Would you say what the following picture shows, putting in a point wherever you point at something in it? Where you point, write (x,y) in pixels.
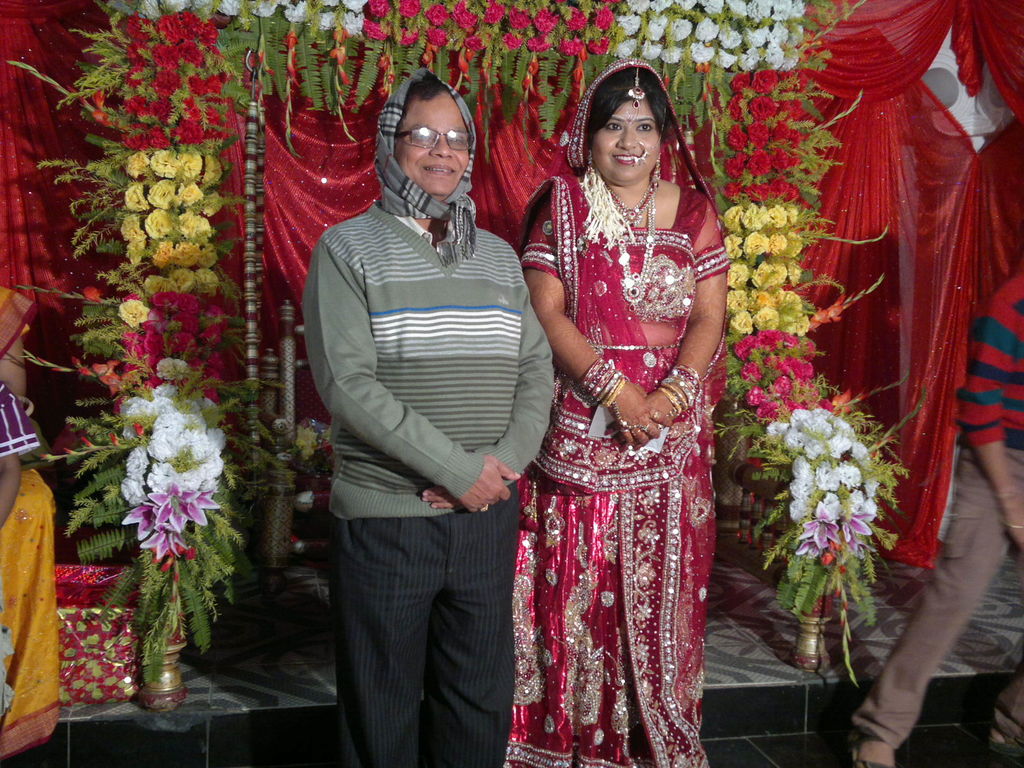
In this image we can see a man (382,282) wearing scarf (390,191) and specs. There is a lady (633,258) wearing ornament (625,275). In the back (227,414) there are flower bouquets (194,198). Also there is curtain (929,491). And we can see few other people (965,464).
